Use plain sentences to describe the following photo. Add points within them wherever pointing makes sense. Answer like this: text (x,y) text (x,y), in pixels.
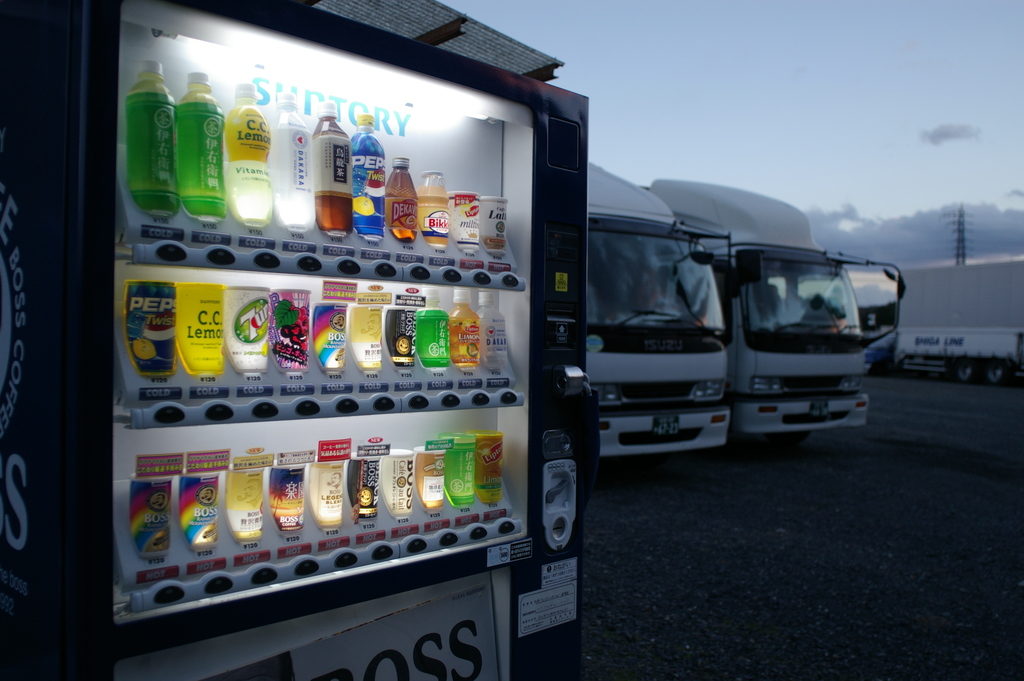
This picture is clicked outside. On the left corner (162,47) there is an object (471,140) seems to be the cabinet (224,272) in which we can see the bottles of drinks (279,503) and we can see the text (21,500) on the object (366,81). On the right (772,336) we can see the group of vehicles (799,378) seems to be parked on the road (944,386). In the background (806,95) there is a sky (903,118) and some other objects (964,246).
